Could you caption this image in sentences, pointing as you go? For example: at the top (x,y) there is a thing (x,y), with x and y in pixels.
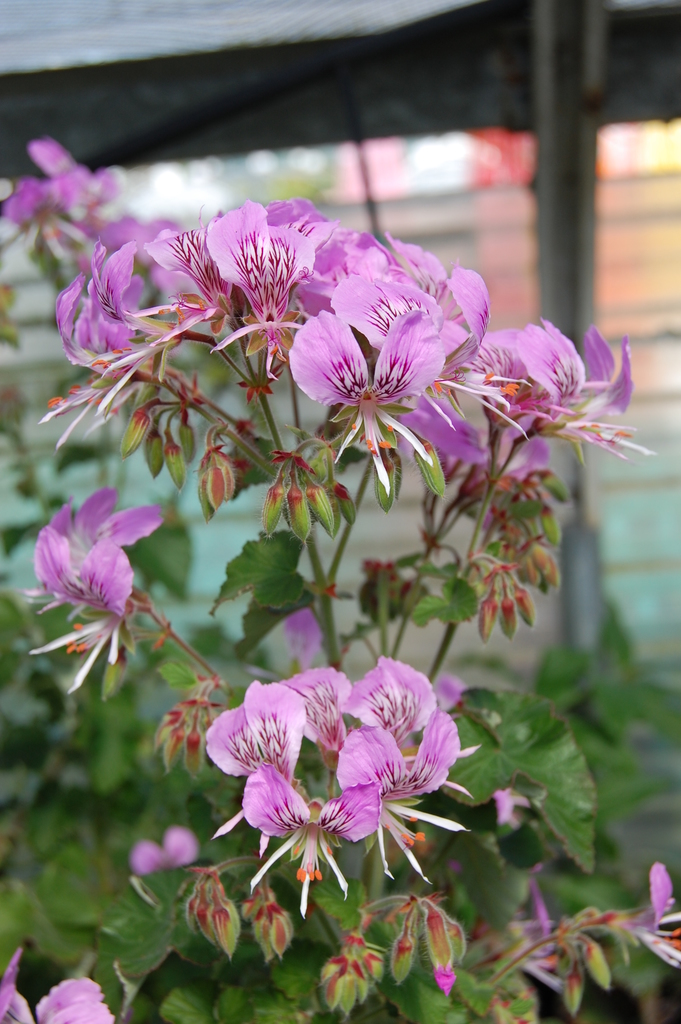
In this image, we can see flowers (90,500) with leaves (115,806) and stems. Background (35,402) there is a blur view. Here we can see leaves (598,749), rod (582,612) and glass (674,589).
